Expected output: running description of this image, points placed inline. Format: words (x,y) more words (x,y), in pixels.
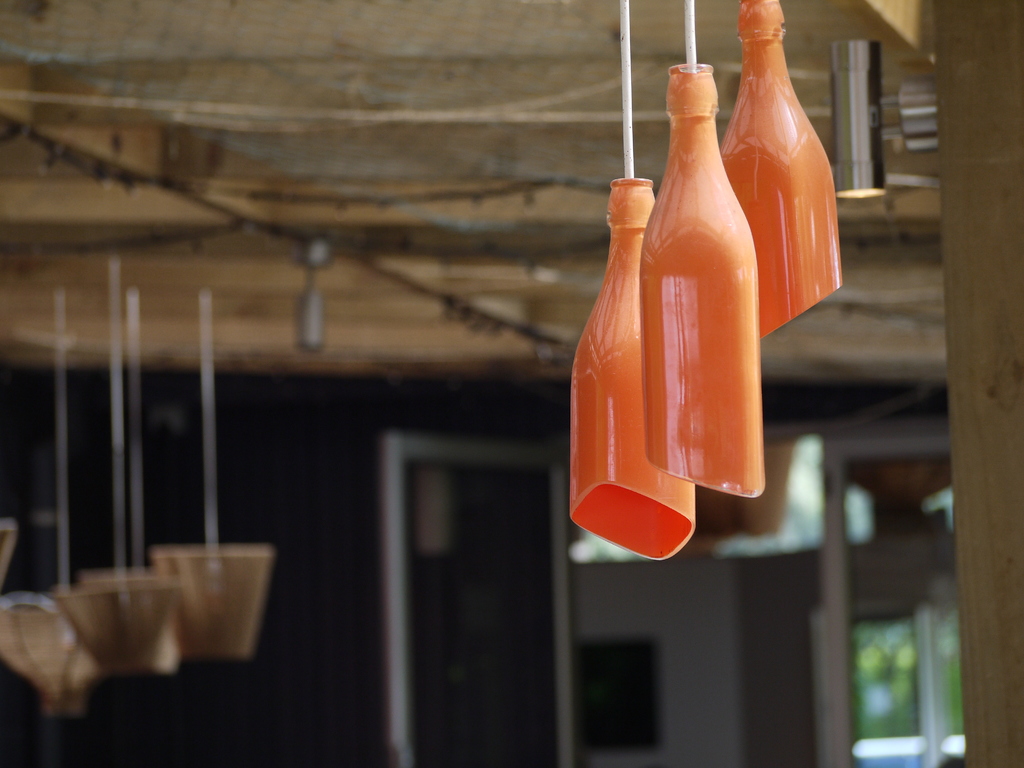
On the top right (813,150) we can see three orange color bottles (786,257) which are supported by white color thread (625,27). Here we can see lampshades (2,534) which are hanged from the roof (141,250). On the bottom (480,574) there is a door (512,682) near to the wall (668,703). Here we can see plant (858,666). On the top (388,89) we can see wooden roof (459,131).
